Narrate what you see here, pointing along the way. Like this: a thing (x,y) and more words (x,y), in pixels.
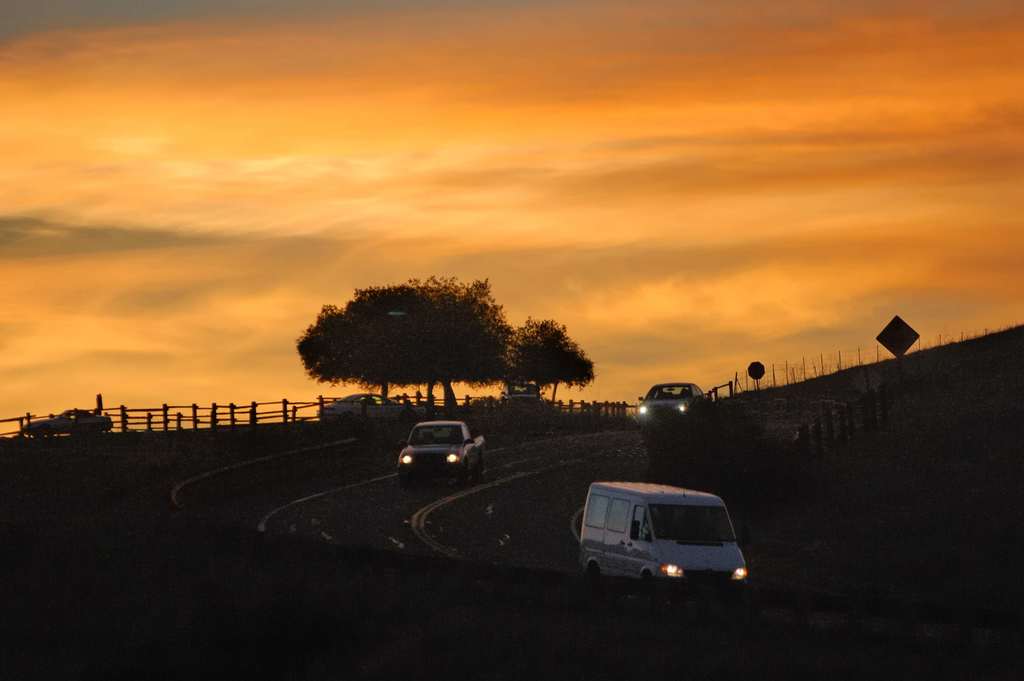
Here we can see vehicles (438,440) on the road (287,487), fence (222,406), trees (436,379), poles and clouds (264,239) in the sky (214,252).
